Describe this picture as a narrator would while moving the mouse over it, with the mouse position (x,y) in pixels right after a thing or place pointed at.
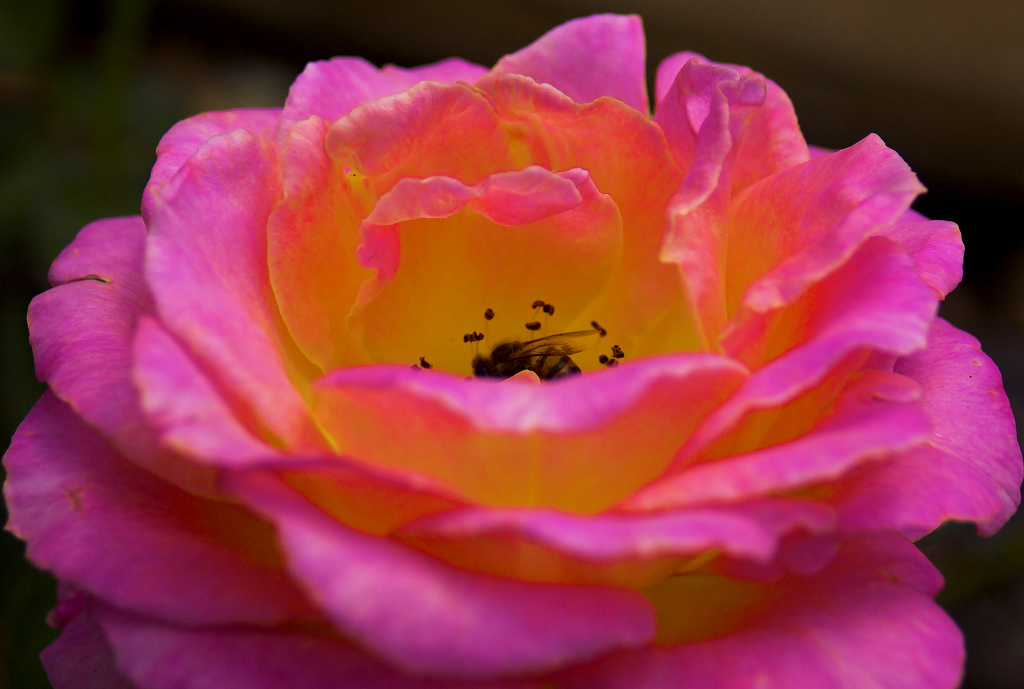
Here in this picture we can see a flower (384,214) present and in the middle of it we can see pollen grains (478,335) with a bee (539,354) present on it.
